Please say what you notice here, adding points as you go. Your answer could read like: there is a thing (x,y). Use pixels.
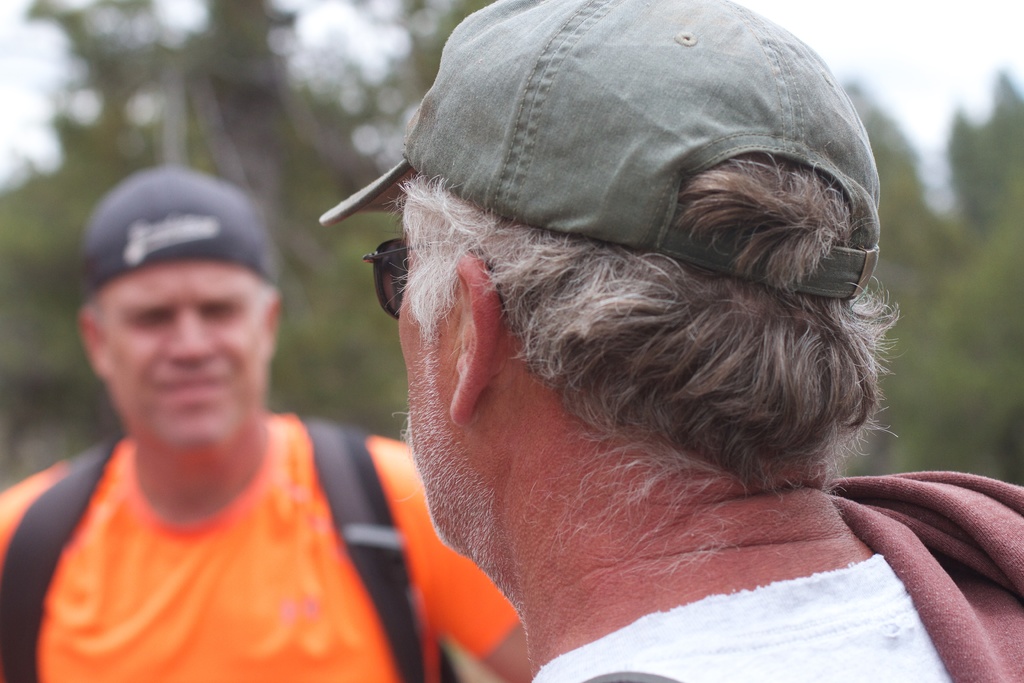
In this image we can see persons (442,436). In the background (30,286) we can see trees (162,73) and sky (890,34).
